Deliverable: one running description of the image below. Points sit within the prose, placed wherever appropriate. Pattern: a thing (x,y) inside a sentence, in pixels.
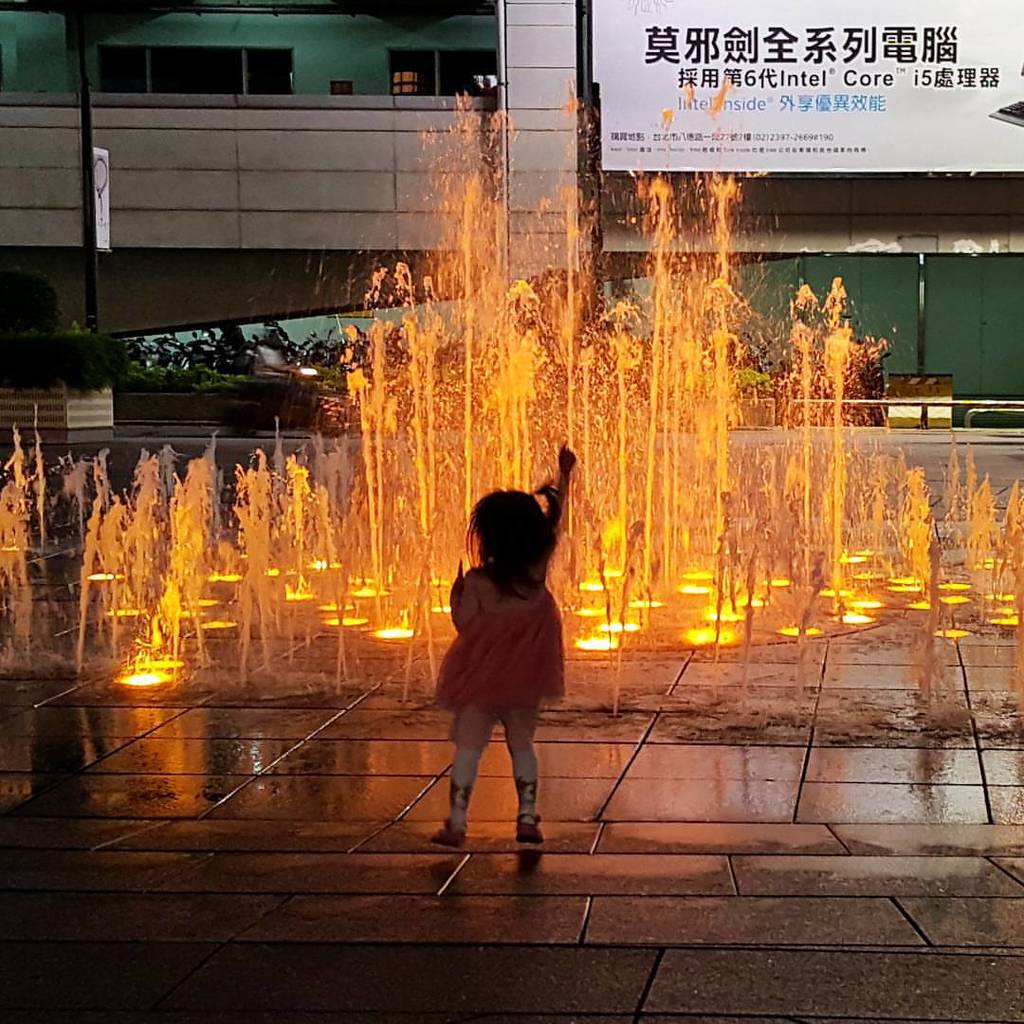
Here we can see girl (495,531) and water fountain (452,550). Background (638,115) there is a hoarding (688,46), poles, board (102,160) and plants (66,358).
